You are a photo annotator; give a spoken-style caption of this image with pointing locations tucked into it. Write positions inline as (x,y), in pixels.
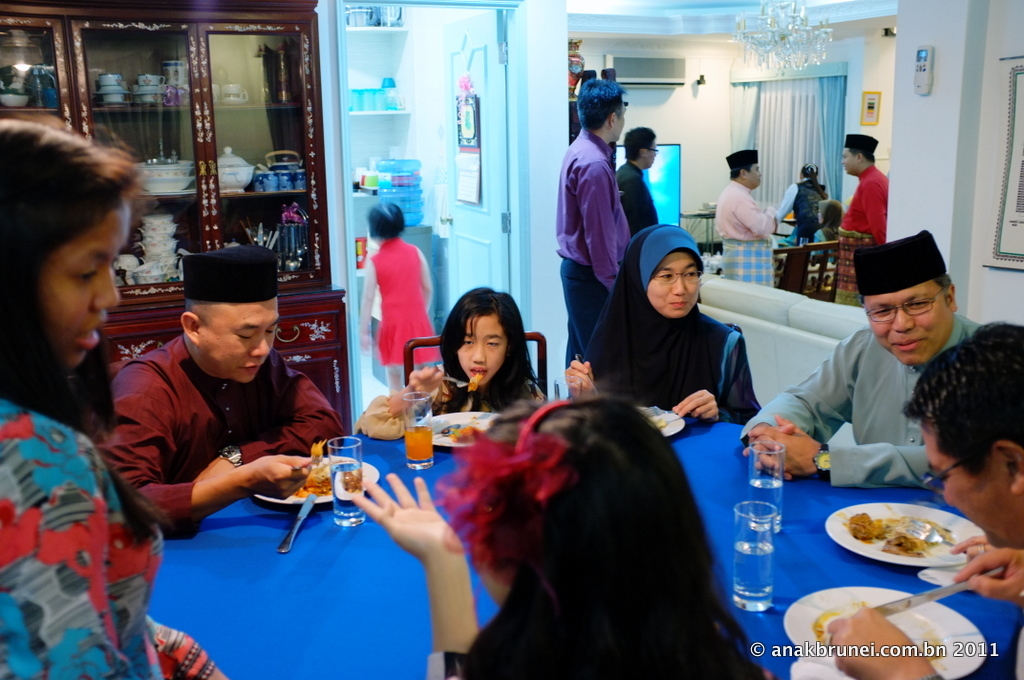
This is a picture inside of a house (894,93). In this image there are people (521,316), children (479,328), chairs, tables (257,543), walls (944,88), a glass cupboard (278,119), couch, screen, curtains (800,106), air conditioner (625,59), racks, chandelier (792,45) and objects (461,133). In that glass cupboard (211,100) there are cups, bowls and things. Among them few people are sitting, few people (839,376) wore caps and few people (475,644) are holding objects (899,611). In the front of the image (794,608) we can see a group of people (847,393) sitting on chairs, in-front of them there is a blue table (897,580), on the table (700,433) there are water glasses (348,466), plates (796,608), food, a juice glass (424,448) and objects (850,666). In that rack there are objects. We can see a remote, poster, picture (873,105) and air conditioner (648,69) on the walls (404,136). At the bottom right side of the image (864,653) there is a watermark (932,645).
